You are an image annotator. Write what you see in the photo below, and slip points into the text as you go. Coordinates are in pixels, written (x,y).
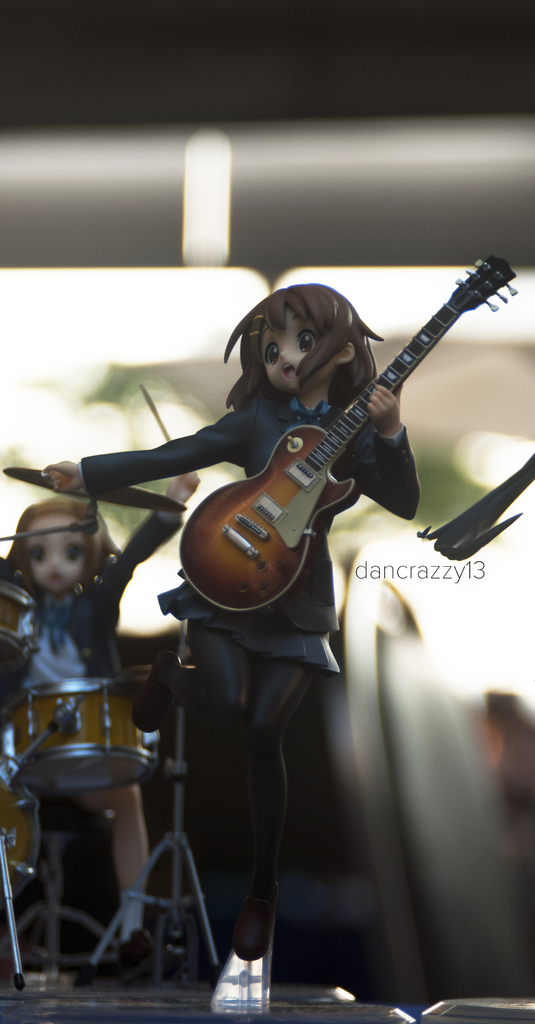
this is a graphical image. a person (253,619) is holding a guitar (275,515). behind her another person (52,663) is playing drums (92,679).
